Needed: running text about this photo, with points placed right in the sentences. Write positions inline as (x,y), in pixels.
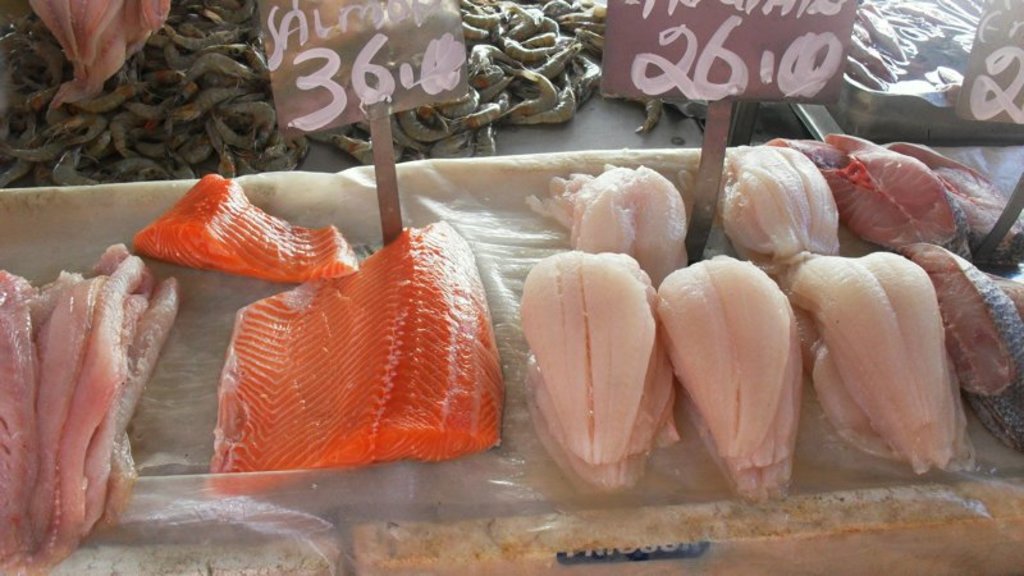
In the foreground of the picture (519,457) there is fish meat (138,321) and name plates (357,82). At the top (546,68) there are prawns (237,76).
